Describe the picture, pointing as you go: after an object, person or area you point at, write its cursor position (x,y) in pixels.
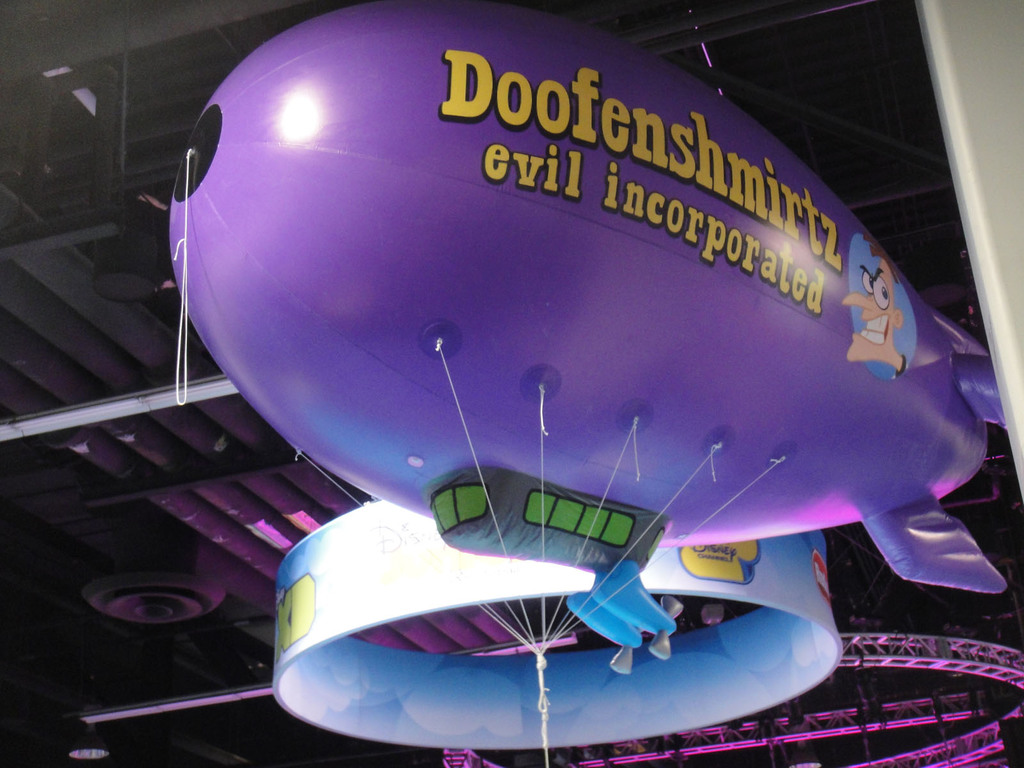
In this image we can see a balloon (668,302) with some text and picture (870,333) tied with ropes (487,603). In the background (487,699), we can see a ring (577,716), metal frames (983,667), poles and some lights (91,726).
